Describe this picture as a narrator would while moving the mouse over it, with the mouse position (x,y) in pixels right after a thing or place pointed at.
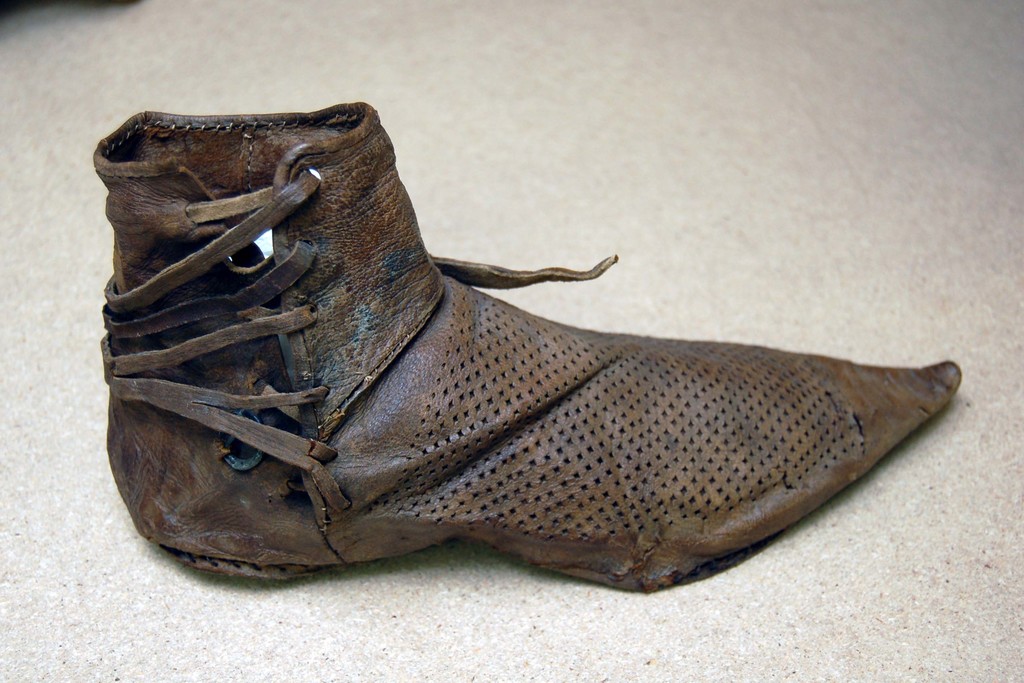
In this image we can see a leather shoe (345,133) placed on the white surface (500,140).
